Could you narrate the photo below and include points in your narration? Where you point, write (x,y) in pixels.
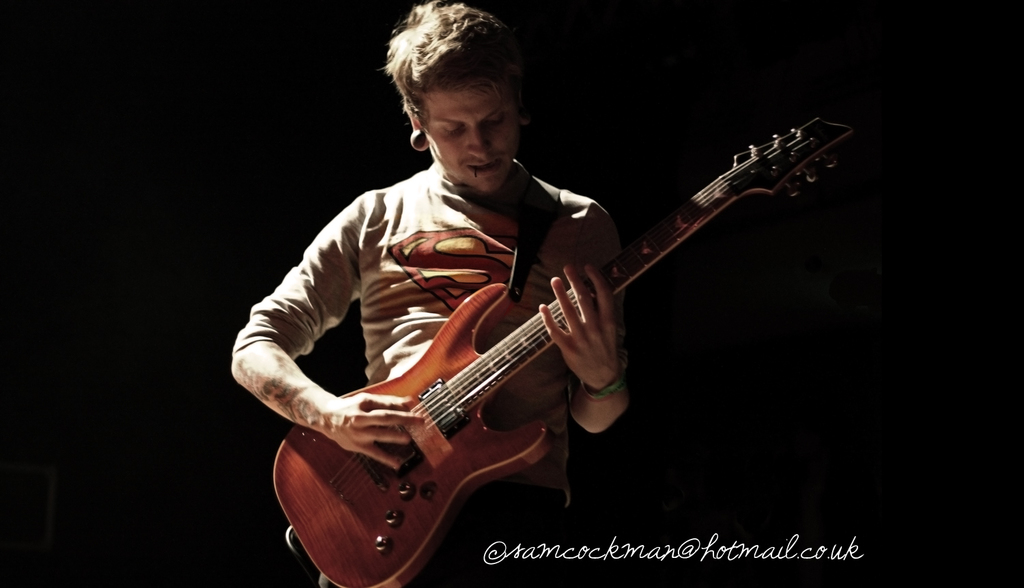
In this image there is a person (366,319) wearing T-shirt (378,310) playing guitar (468,359).
